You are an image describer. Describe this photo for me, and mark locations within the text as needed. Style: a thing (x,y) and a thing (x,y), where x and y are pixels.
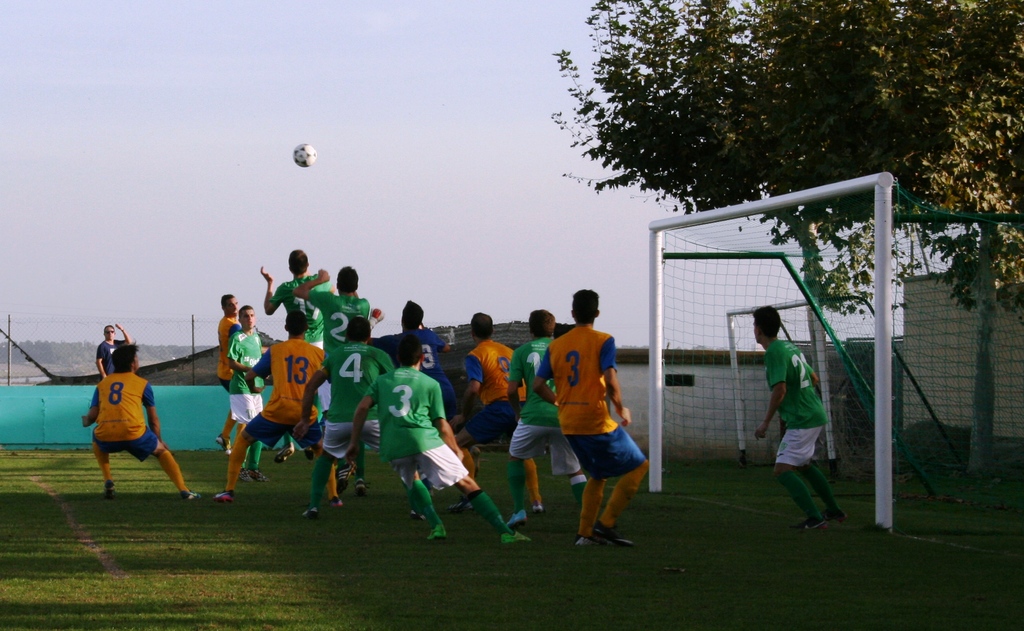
In this image I can see a group of people (425,439) and wearing green, white, yellow and blue color dress (417,386). I can see a net (958,315), trees (829,109), ball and fencing (165,415) with green color cloth (181,431). The sky (212,166) is in white color.
